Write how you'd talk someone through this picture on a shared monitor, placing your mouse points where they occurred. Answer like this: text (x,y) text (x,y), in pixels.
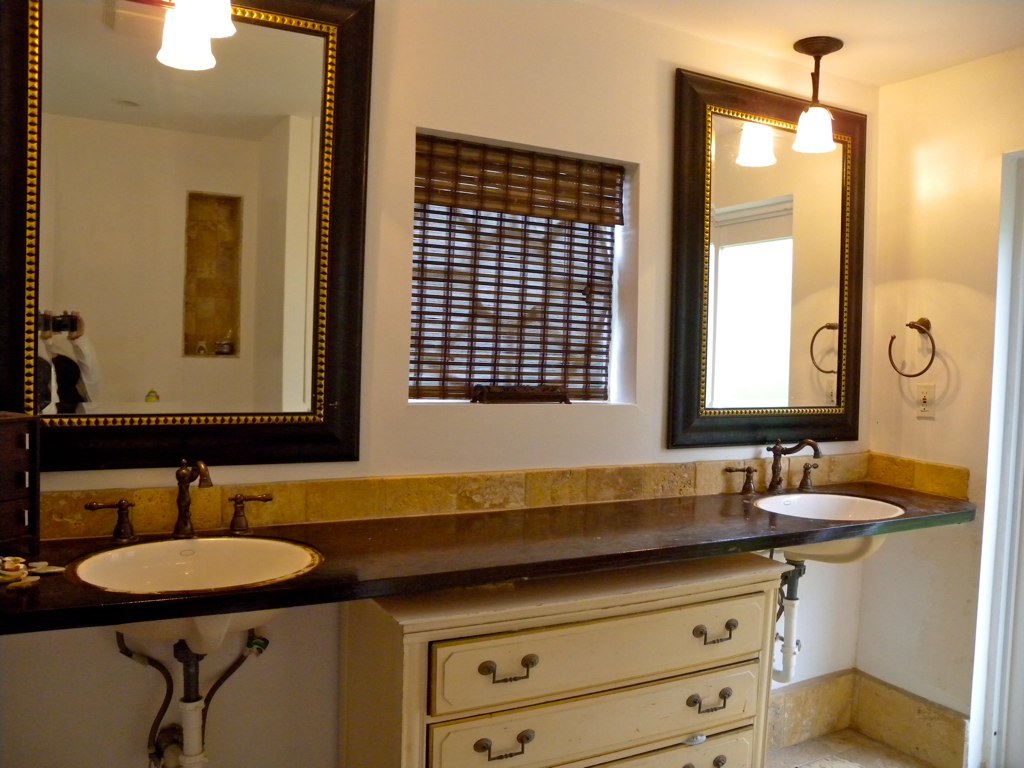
In this image we can see there are two sinks (145,571) on either side of the image. In the middle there are drawers (617,655). At the top (142,175) there are two mirrors (737,227) on either side. In front of them there are lamps (820,141). In the middle (508,316) it looks a window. On the right side (892,339) there is a handle (930,336) which is fixed to the wall (938,289).
